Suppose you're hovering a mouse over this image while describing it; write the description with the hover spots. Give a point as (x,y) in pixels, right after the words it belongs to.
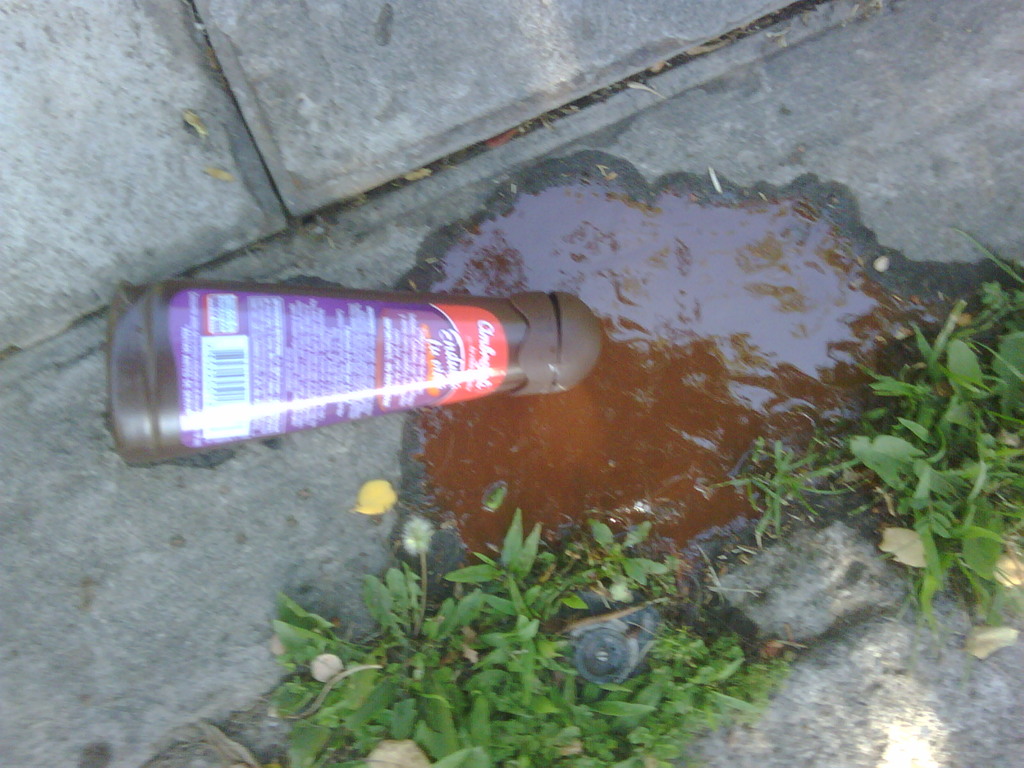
There is a bottle (113,388) in the center of the image (452,365) on a floor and there is liquid (705,386) coming out of it, which is spread over on the floor (835,545), there is grass (901,473) in the image.
